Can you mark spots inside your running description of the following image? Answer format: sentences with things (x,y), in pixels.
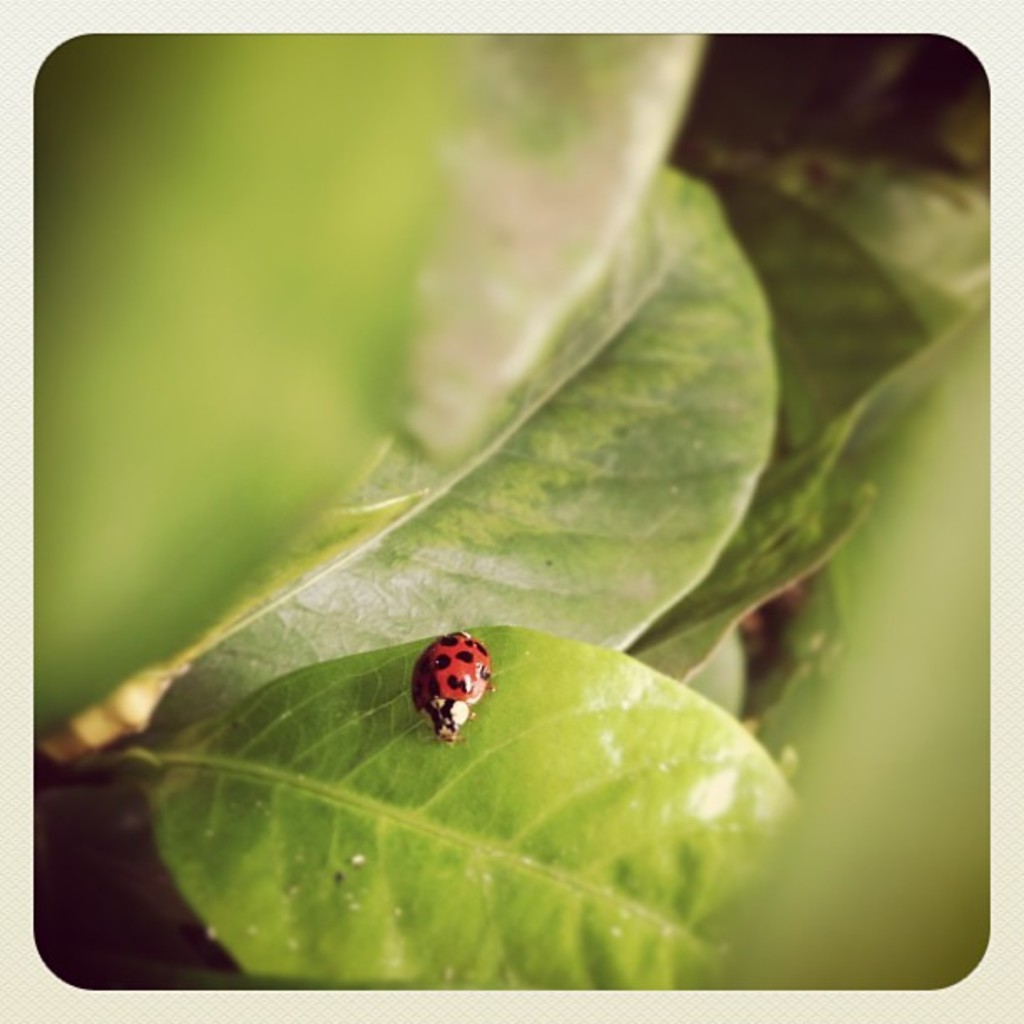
In this image we can see a bug (431,681) on a leaf (379,680). We can also see some leaves (334,463) beside it.
